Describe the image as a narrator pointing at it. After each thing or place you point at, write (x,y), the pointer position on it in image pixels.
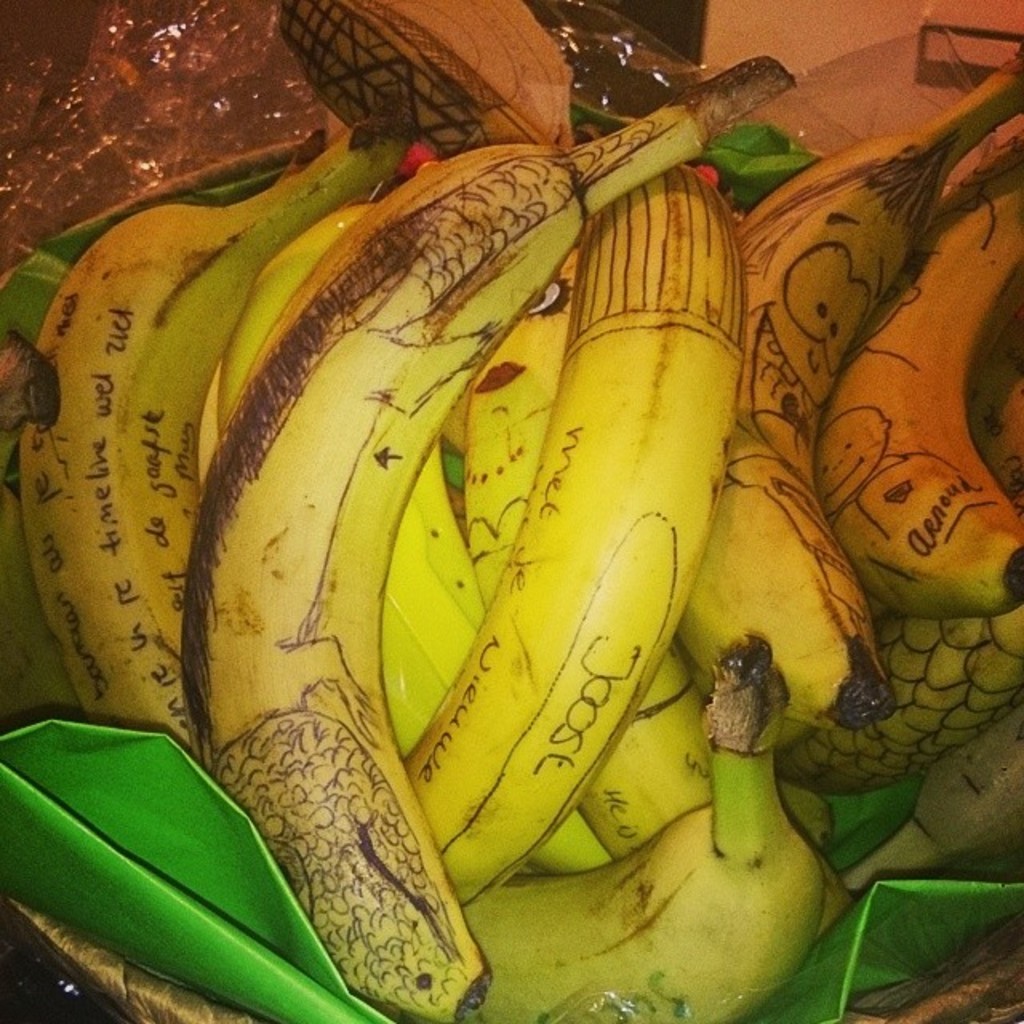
In this picture we can see bananas (379,628) and a green object (198,795) in the basket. On the bananas (169,447), there are drawings (808,428) and words (119,540). At the top of the image (152,85), there is a plastic cover (184,94).
